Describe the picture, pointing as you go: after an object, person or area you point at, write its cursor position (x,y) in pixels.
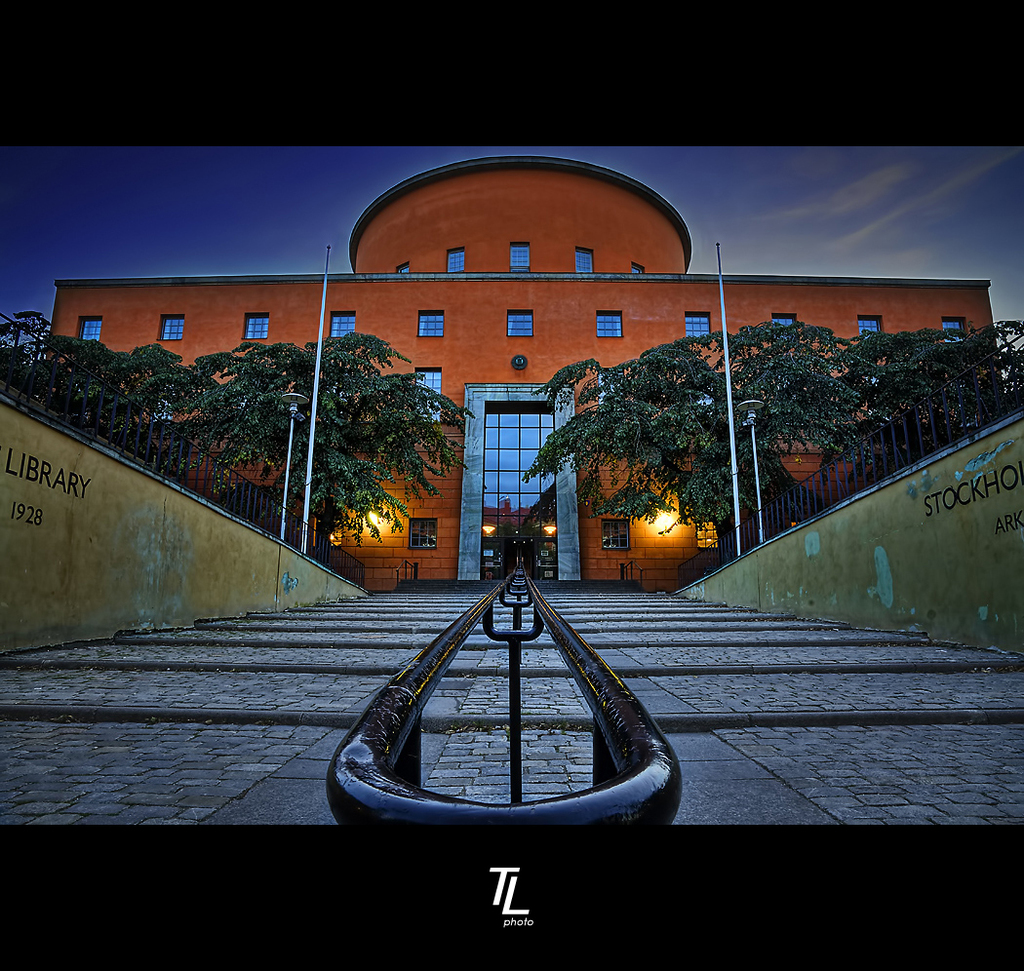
In the picture there is a huge library building (483,417), in front of the library building (581,549) there are two trees (411,443) and there are stairs (648,667) in front of the door (501,430) of the library (489,529).
